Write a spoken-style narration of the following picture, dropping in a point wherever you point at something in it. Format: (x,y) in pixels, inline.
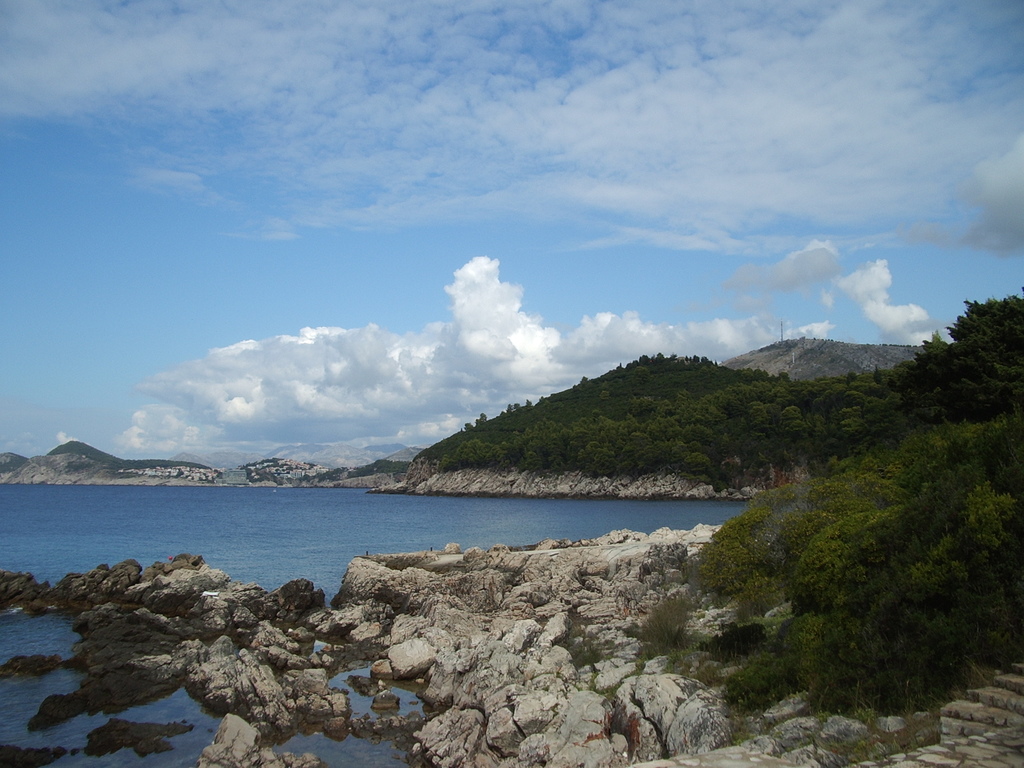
This is an outside view. On the left side (117,533) there is a sea (230,557). At the bottom (319,617) there are many rocks (480,648). On the right side (899,548), I can see many trees (820,438). In the background (134,462) there are few hills (75,461). At the top of the image (201,232) I can see the sky (370,274) and clouds (382,371).
